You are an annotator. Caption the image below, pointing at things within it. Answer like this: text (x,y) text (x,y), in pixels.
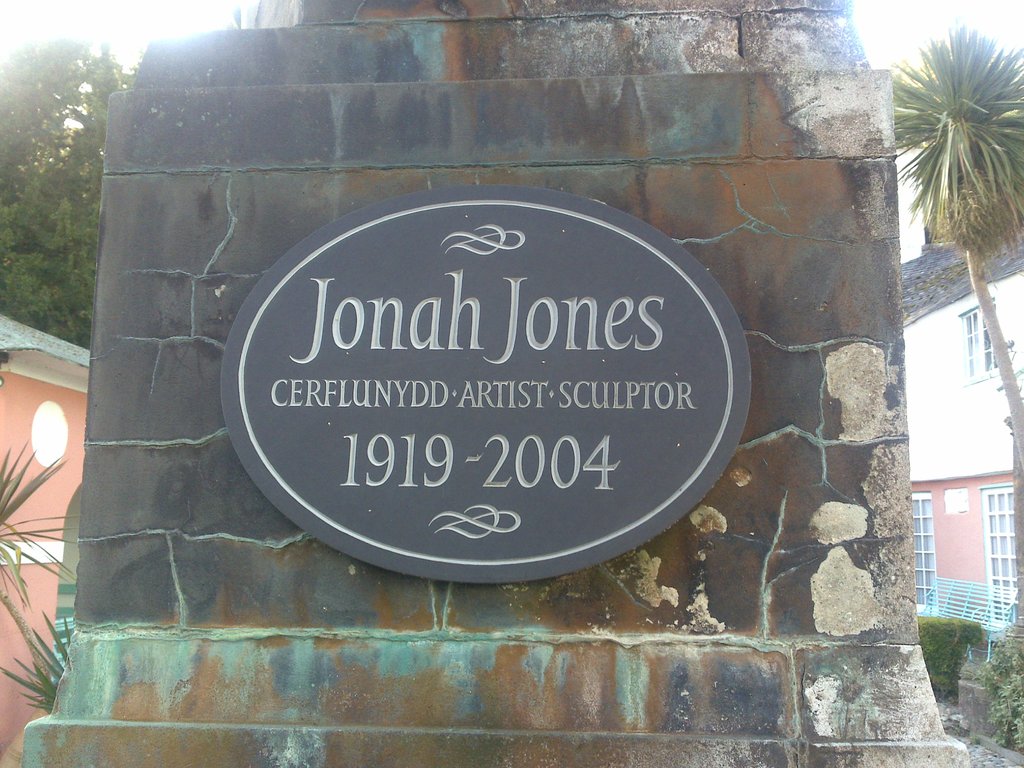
There is a wall (296,124). On that there is a board (428,345) with something written on that. On the right side (934,312) there is a tree (983,303) and a building (938,445) with windows (929,515). Also there are plants (957,677). On the left side (50,231) there are trees (42,215) and a building (53,487).
